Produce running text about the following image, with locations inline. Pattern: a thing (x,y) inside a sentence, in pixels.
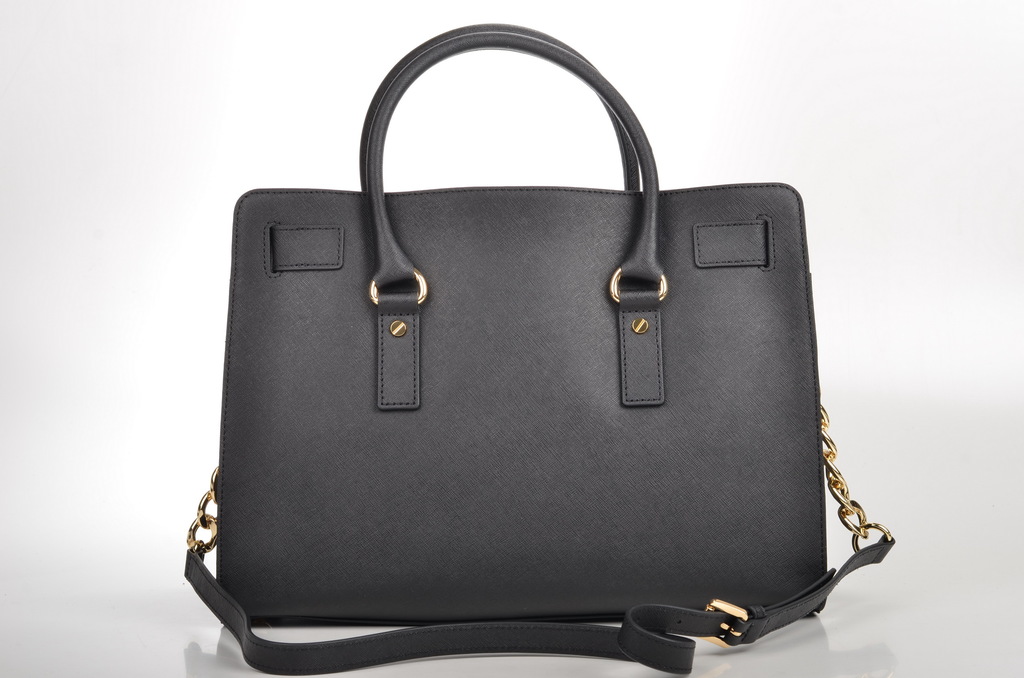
In this picture we can see a black color handbag (543,381) and also we can see a chain (848,501) here, it consists of one strap (684,643).
